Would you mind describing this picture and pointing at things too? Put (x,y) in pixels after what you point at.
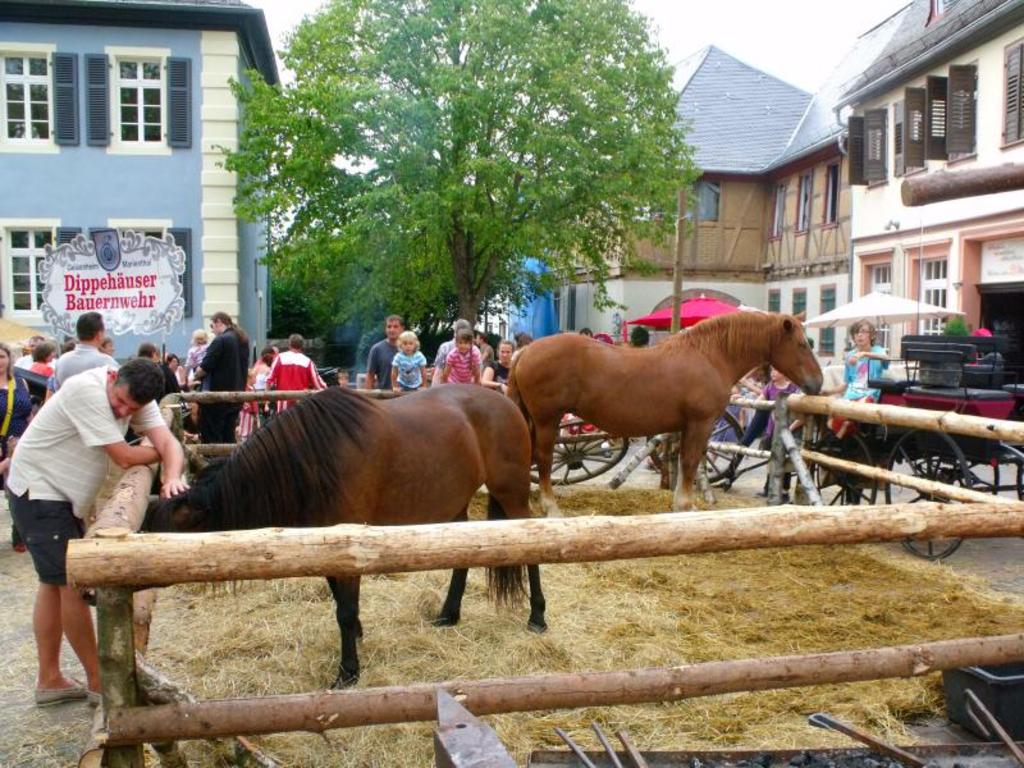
In this image in the center (571,374) there are two horses (395,415) in a wooden fence (133,546), and at the bottom (432,630) there is grass (272,624) and some iron sticks (1012,743). And in the background (945,392) there are group of people (78,438) standing, and some vehicles (913,391), buildings (968,259), trees (505,158) and boards (82,299). On the boards (90,281) there is text (90,281), and at the bottom (977,559) there is walkway (983,581).
